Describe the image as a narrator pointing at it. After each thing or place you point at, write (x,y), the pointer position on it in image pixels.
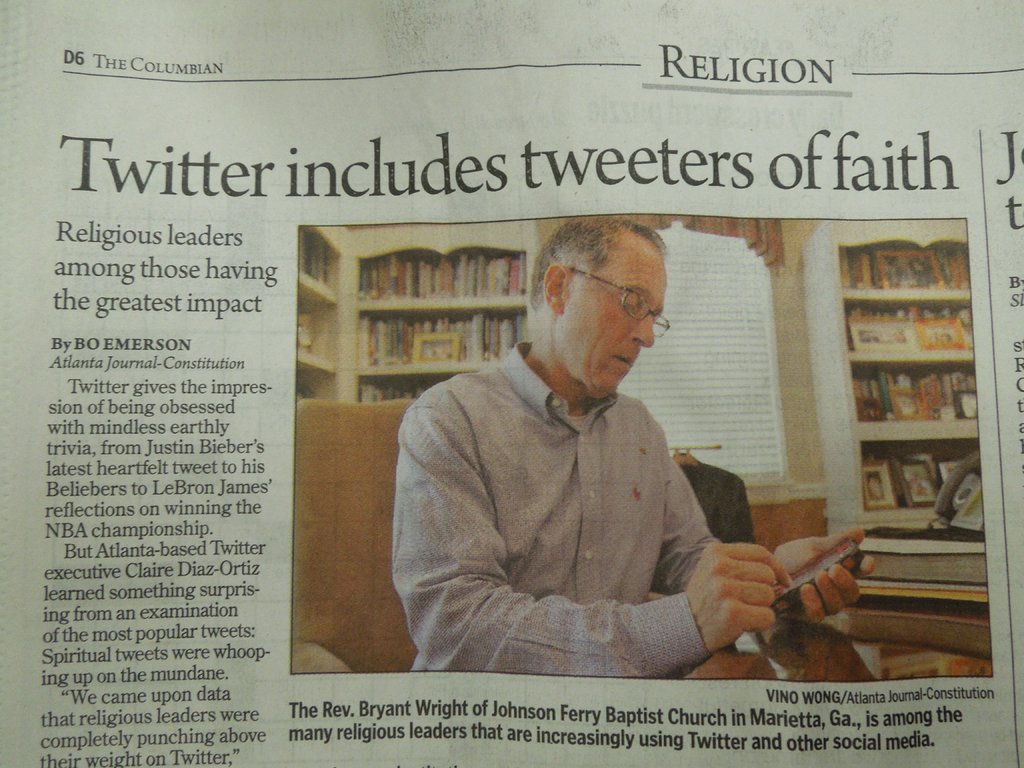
In this picture I can see a paper (988,93) on which there is something and I see a picture (461,275), in which I can see a man (548,313) who is holding a thing (791,591) and in the background (455,371) I can see the racks (455,371) on which there are number of things (444,289).
